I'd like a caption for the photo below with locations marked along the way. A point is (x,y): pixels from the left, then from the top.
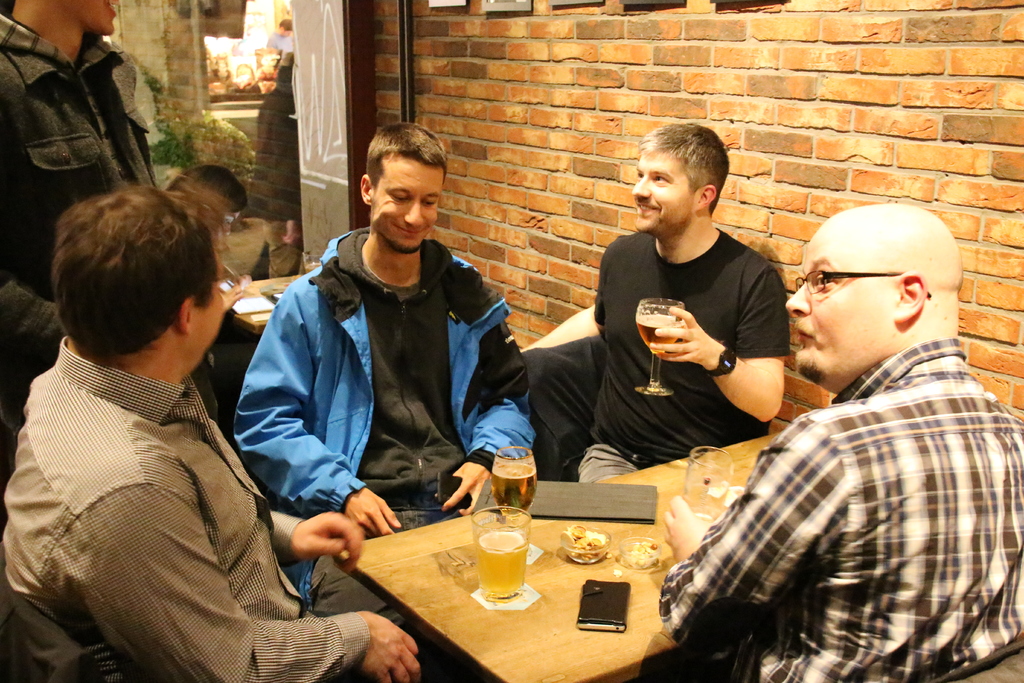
In this image In the middle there is a table (549,563) on that there is a glass (501,571), mobile (596,602) and bowl (655,555). On the right (849,466) there is a man (845,429) he wear check shirt (899,526) and spectacles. On the left (158,344) there are many people (341,340). In the middle (609,332) there is a man (709,149) he wear t shirt (624,319) and trouser (605,447) he is smiling he hold a glass (670,321).
